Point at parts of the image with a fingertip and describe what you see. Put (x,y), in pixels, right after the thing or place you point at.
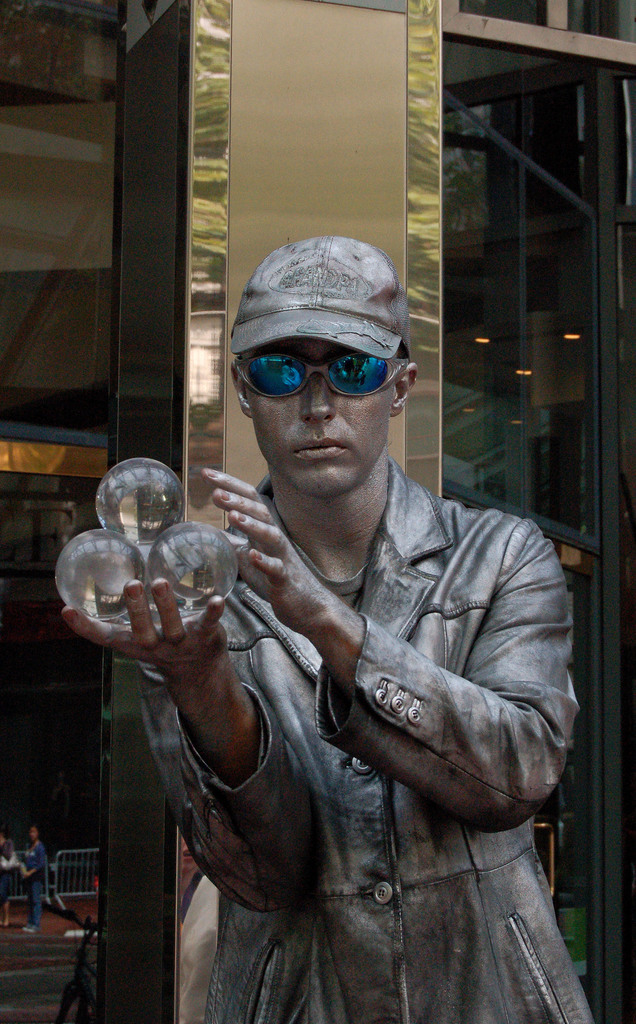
In this image in front (130,569) there is a person (240,599) holding some objects (182,554). Behind him there is a building (550,411). On the left side of the image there is a cycle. There are people (32,848). Behind them there is a metal fence (95,874).
